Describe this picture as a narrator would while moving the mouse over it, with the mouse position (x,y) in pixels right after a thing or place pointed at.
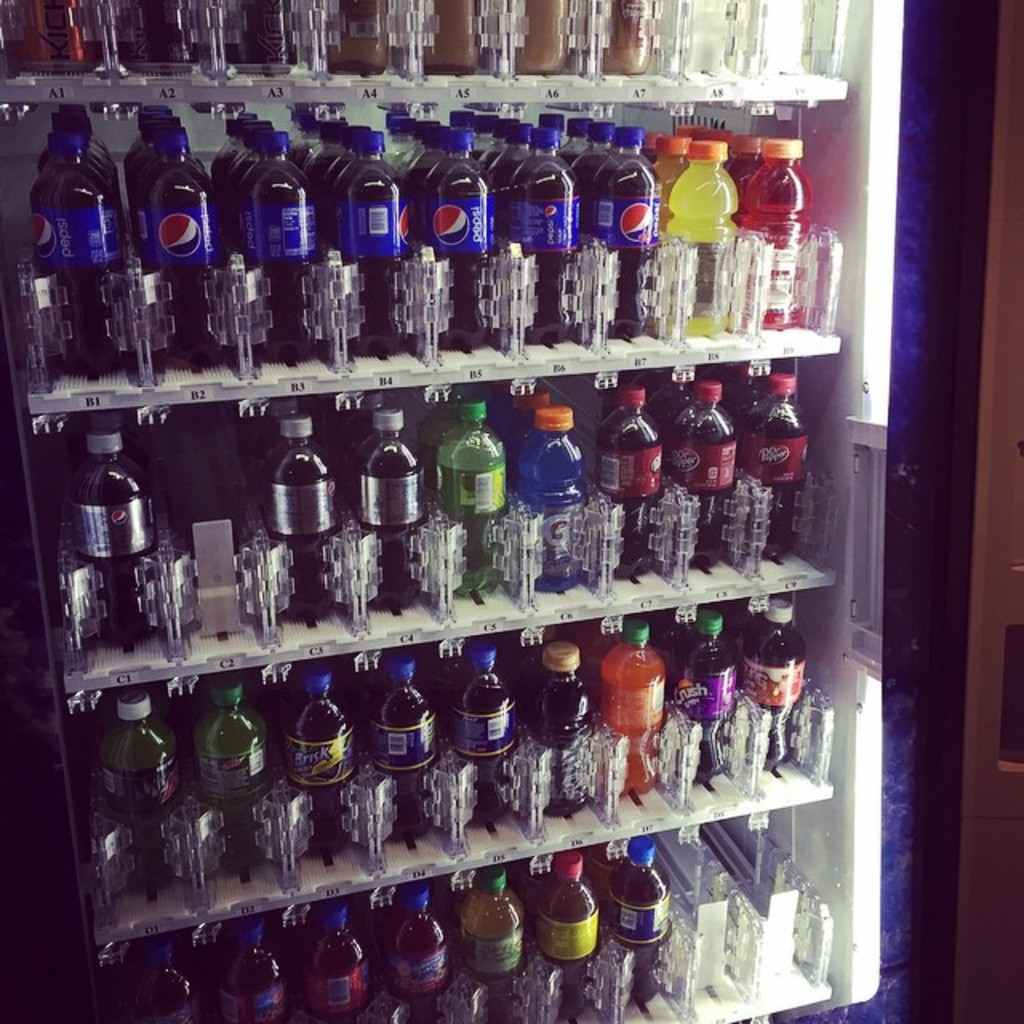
This picture is mainly highlighted with preservative drinking bottles (268,357) arranged in a refrigerator (320,413).
